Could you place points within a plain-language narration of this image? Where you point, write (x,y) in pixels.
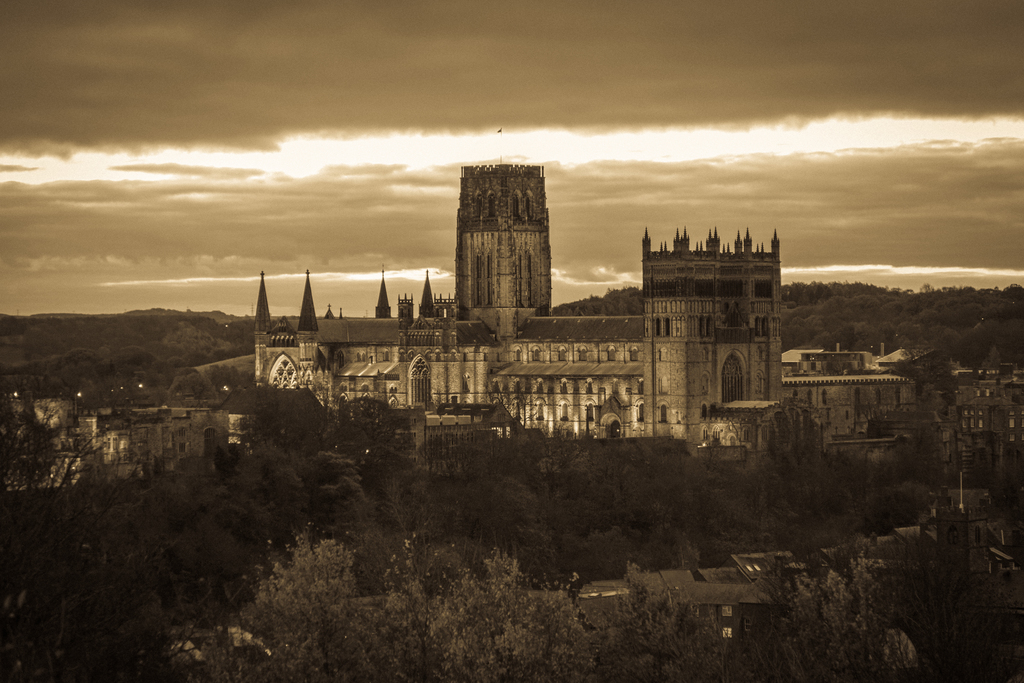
In this image I can see many trees (376,472), lights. At the back (243,419) I can also see building (408,381), and sky (593,99) is in gray color.
